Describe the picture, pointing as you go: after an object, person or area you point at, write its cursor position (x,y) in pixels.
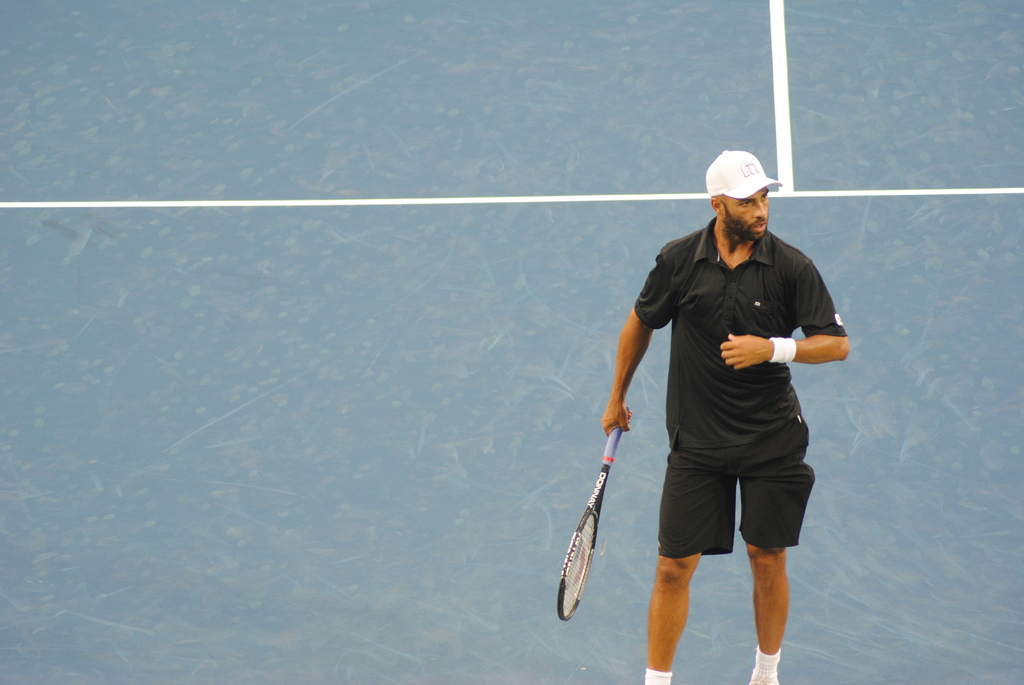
This image consists of a person (686,450). He is wearing black color dress (747,415). He is holding a racket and he also has cap (718,183) on his head (744,162). He is wearing white color socks (757,673). He might be in a tennis court (357,319).
